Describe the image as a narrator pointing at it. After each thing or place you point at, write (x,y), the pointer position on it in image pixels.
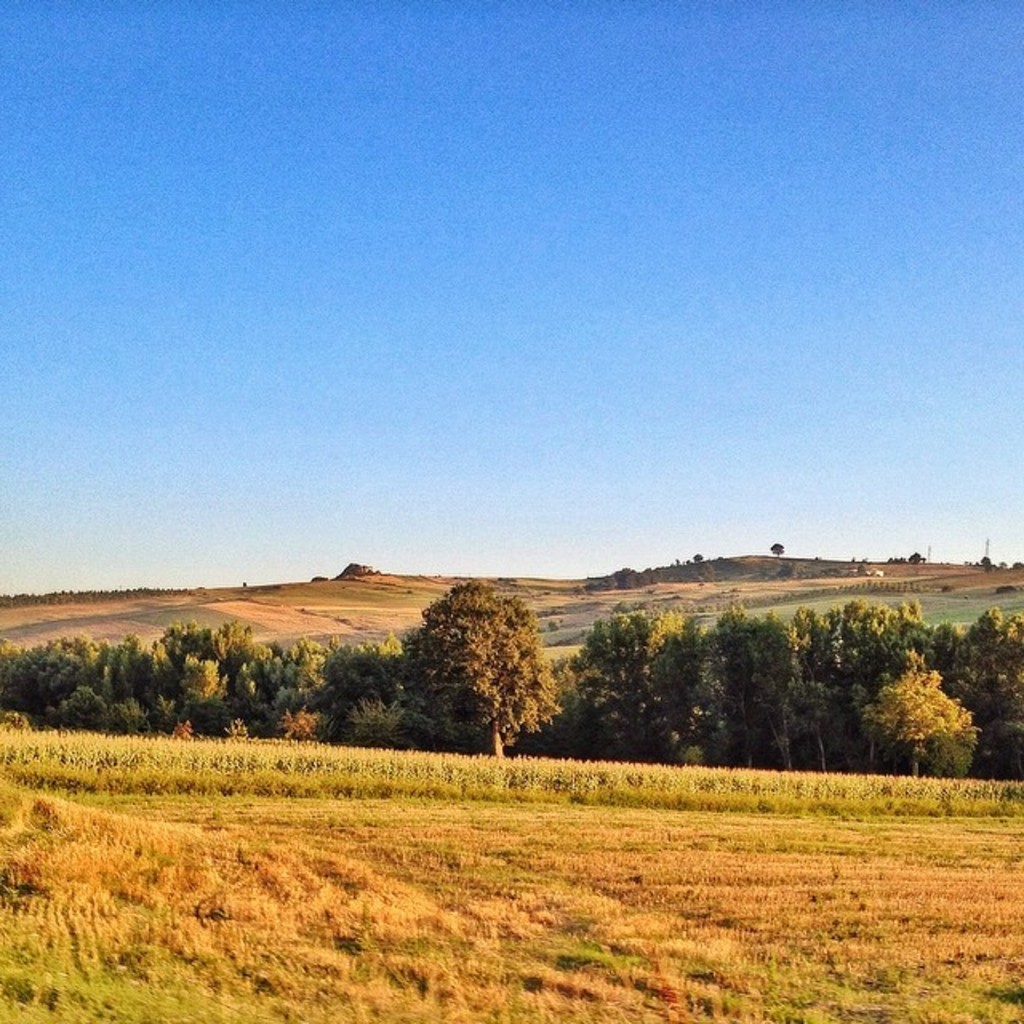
This picture is taken outside. At the bottom (539,829), there is grass (241,816) and plants (275,749). In the center (488,589), there are trees (657,614). Behind it, there are hills (813,579). On the top (529,281), there is a sky (654,410).
